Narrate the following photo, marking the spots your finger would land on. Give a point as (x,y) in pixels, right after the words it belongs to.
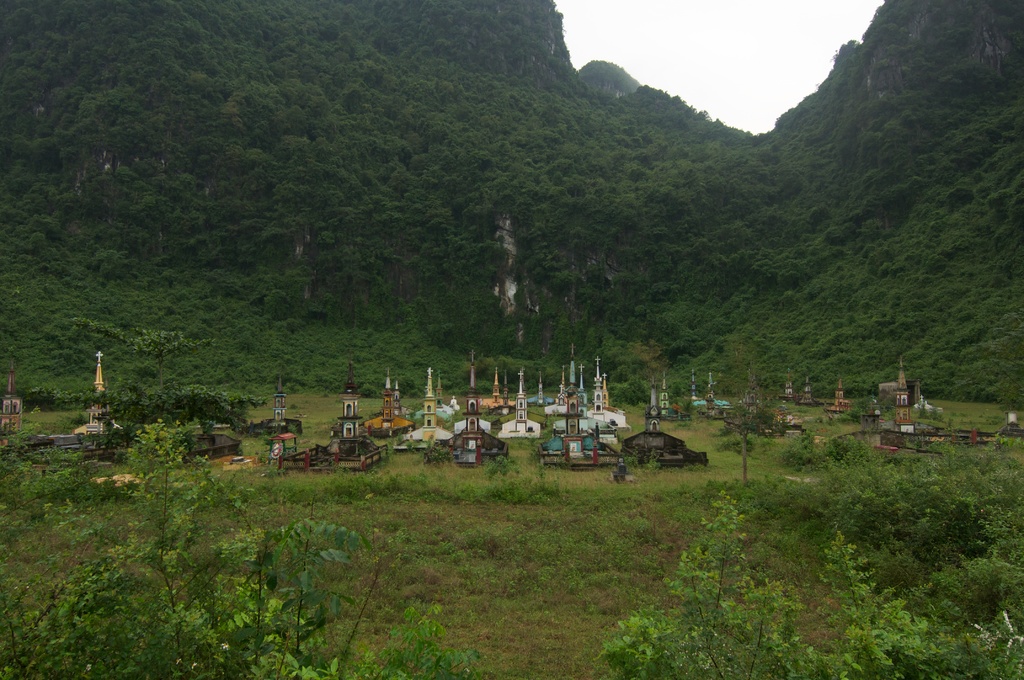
This place is a graveyard (304,434). Around this I can see many trees (916,561) and plants (201,580). In the background (544,128) there is a hill (654,125). At the top of the image (658,44), I can see the sky (625,40).
